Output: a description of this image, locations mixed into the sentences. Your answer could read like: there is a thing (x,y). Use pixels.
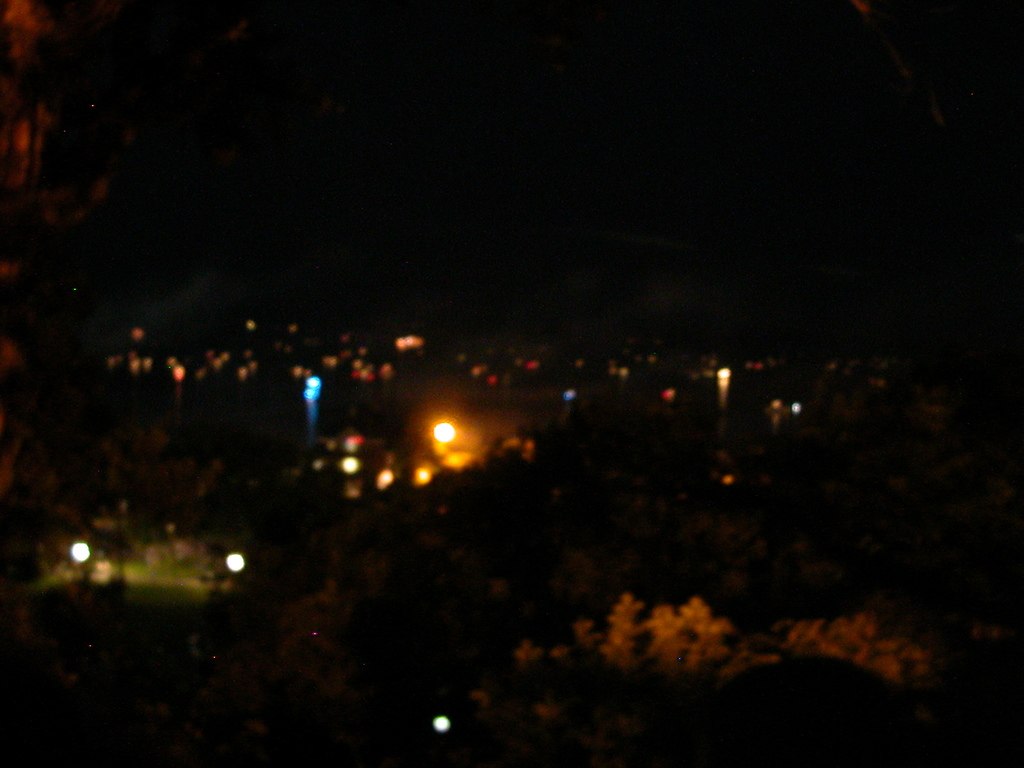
In this picture we can see few lights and trees (733,620).
